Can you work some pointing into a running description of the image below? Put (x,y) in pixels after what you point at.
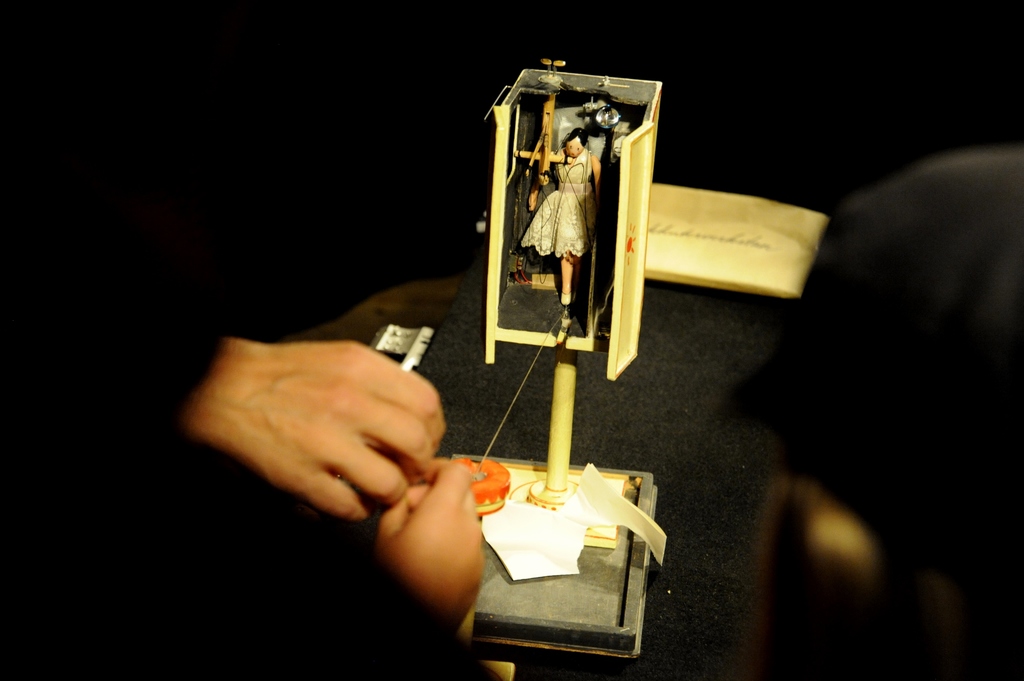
In this image we can see the human hands (354,458). We can see the figurine (587,200). There is a black color background (743,306).
